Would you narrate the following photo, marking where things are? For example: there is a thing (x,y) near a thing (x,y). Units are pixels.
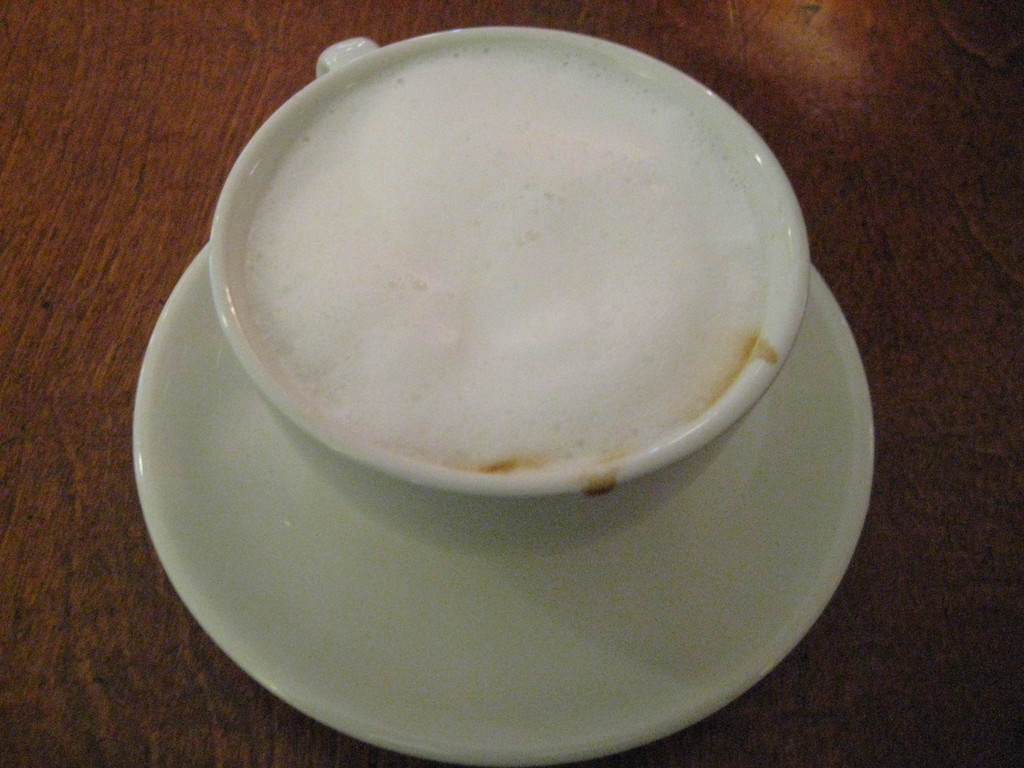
In this image I can see a cup (439,467) and a saucer (347,521) which is in white color. In the cup (512,504) I can see some liquid (470,349) in white color and the saucer (158,319) is on the brown color surface (78,373).
